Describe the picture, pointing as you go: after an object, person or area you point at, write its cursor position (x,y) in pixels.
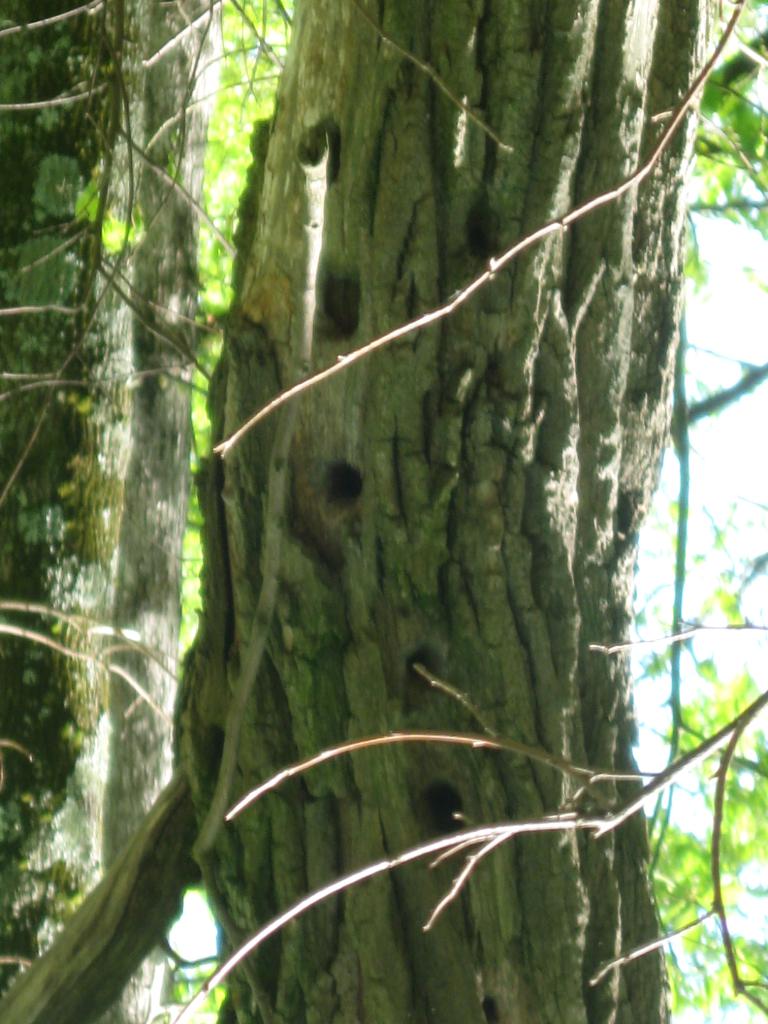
In this image we can see the tree trunk (321,658). The background of the image (704,784) is slightly blurred.
